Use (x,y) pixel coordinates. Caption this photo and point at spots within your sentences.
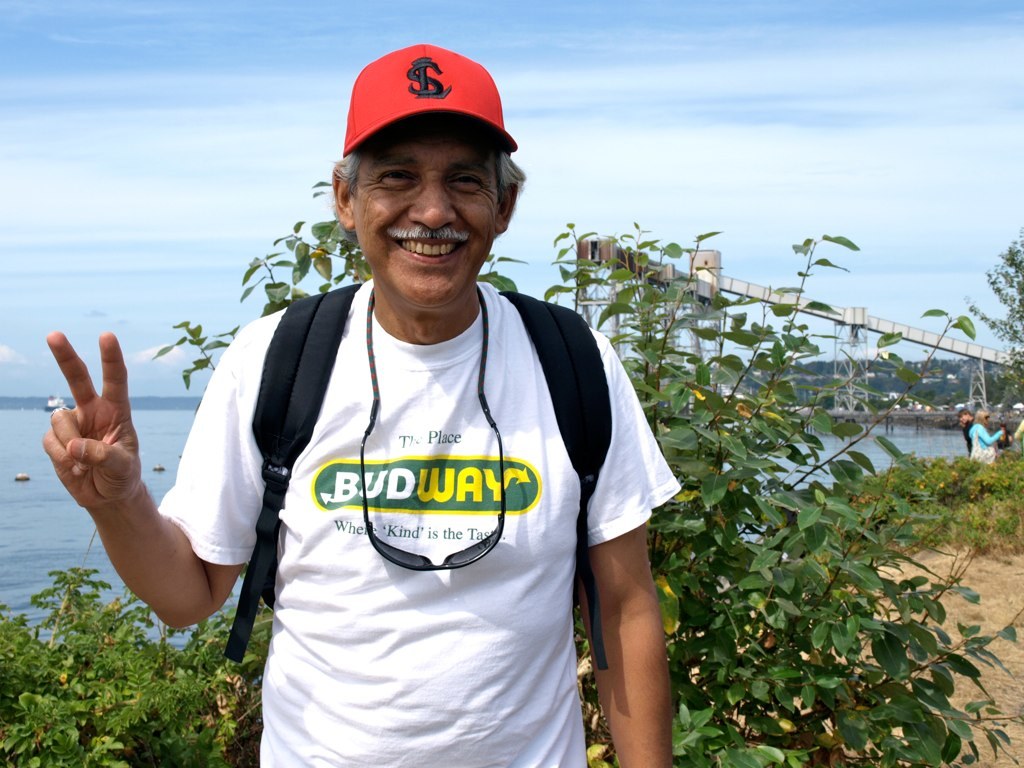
In this image, there is an outside view. In the foreground (457,445), there is a person (651,502) wearing clothes (422,431) and standing in front of the plant (707,587). There is a lake (167,429) in the middle of the image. In the background (946,257), there is a sky (553,100).
